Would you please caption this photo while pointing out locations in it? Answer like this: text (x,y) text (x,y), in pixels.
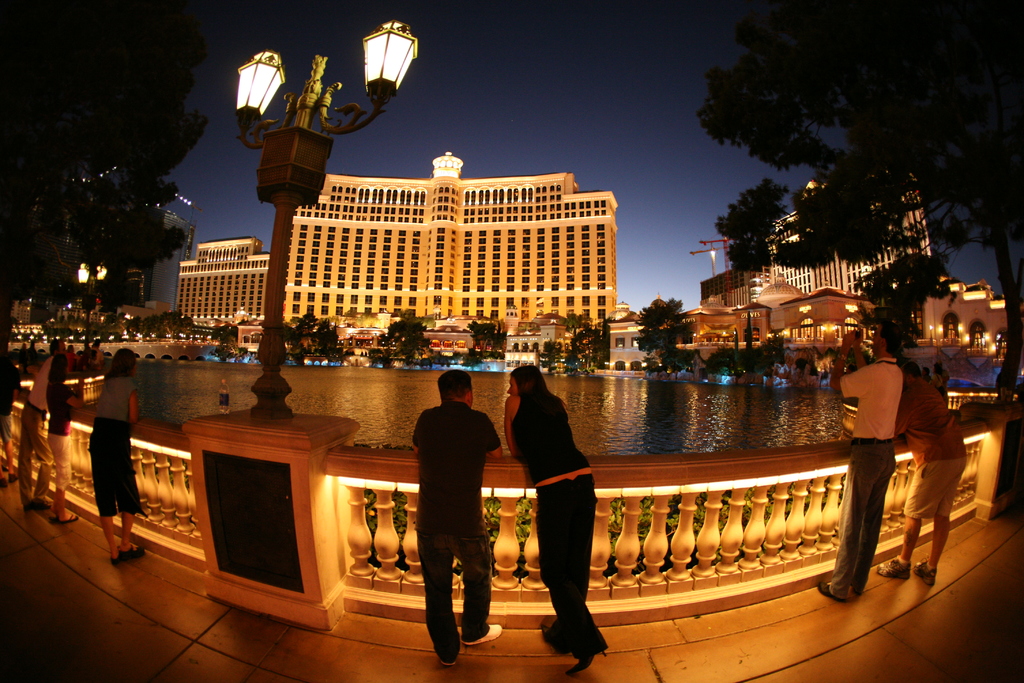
In the center of the image (440,415) we can see the persons (486,584) standing at the lake (404,421). On the right side of the image (1000,36) we can see tree (906,172) and persons (929,487) standing at the lake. On the left side of the image (286,194) we can see light pole (308,116) and persons (135,363) standing at the lake (143,409). In the background (154,297) there is a water (340,382), trees (587,346), buildings (467,310) and sky (488,130).
